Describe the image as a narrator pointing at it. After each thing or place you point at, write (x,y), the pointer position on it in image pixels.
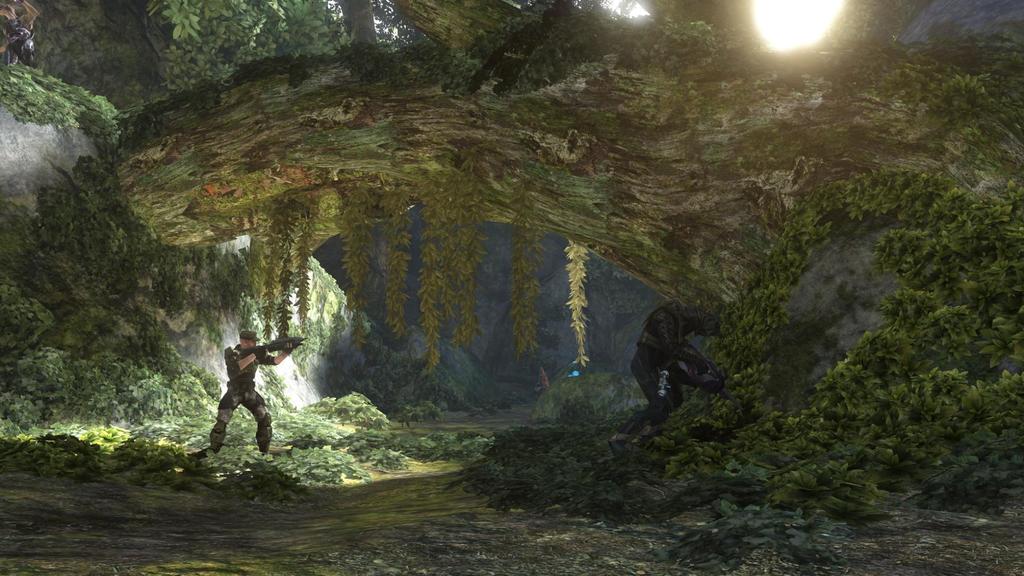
In this image we can see there is a screenshot of a video game. In this image there is a person (237,374) holding gun (290,346), in front of him there is another person (696,360), around them there is greenery (510,101) with trees (279,148) and plants (1023,349).
